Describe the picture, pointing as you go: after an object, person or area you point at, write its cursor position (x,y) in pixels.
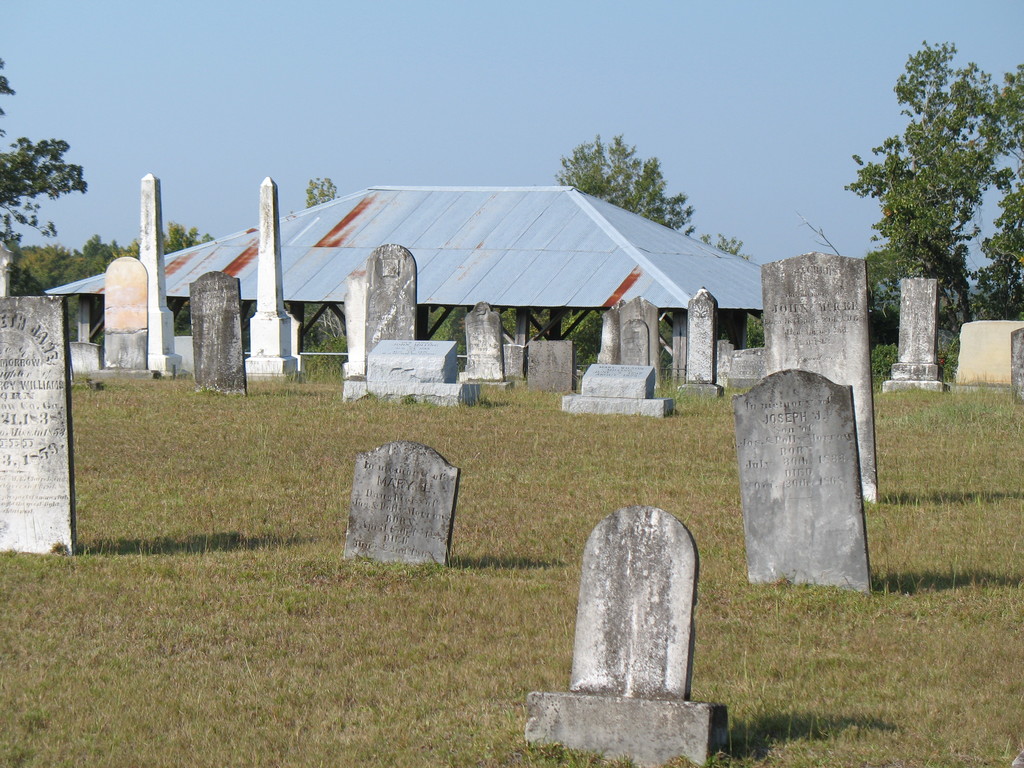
In this image we can see graves (853,440). On the ground (298,600) there is grass (376,600). In the back (451,243) there is a shed (318,230). Also there are trees (873,273). In the background (480,61) there is sky (466,61).
